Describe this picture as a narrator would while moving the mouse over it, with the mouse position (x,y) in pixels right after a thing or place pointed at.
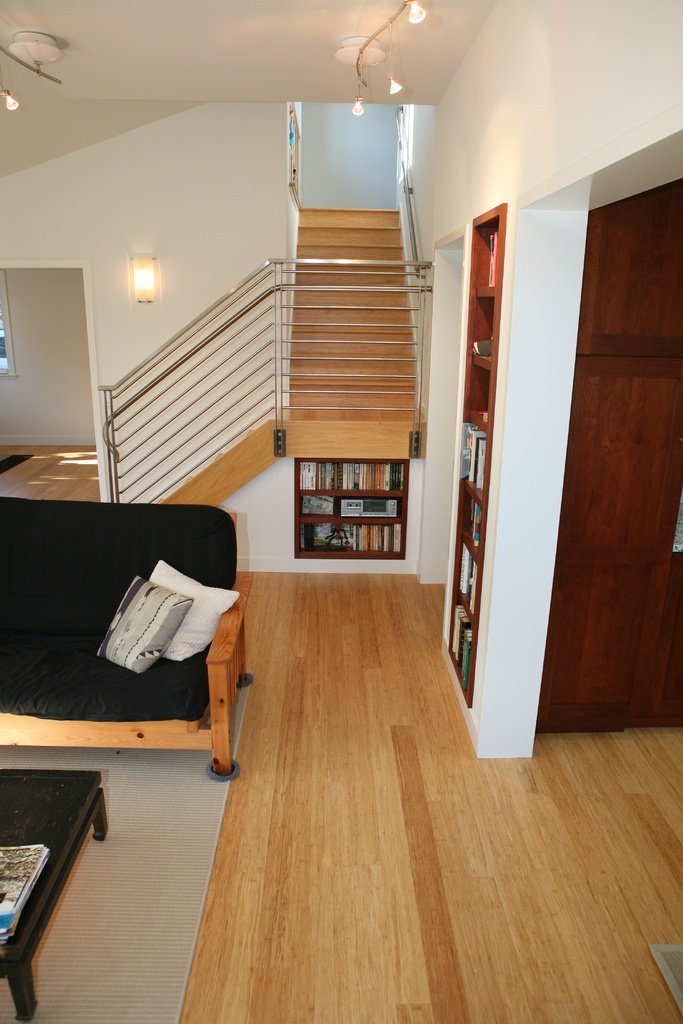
In this image we can see a sofa (125,696), on the sofa (116,589) there are pillows (129,600), in front of the sofa (90,663) we can see a table (7,837) with papers (24,898) on it, at the top of the roof (393,37) there are some lights (394,77), also we can see a staircase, some shelves (474,531) with books (398,531) and a light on the wall (151,378).
